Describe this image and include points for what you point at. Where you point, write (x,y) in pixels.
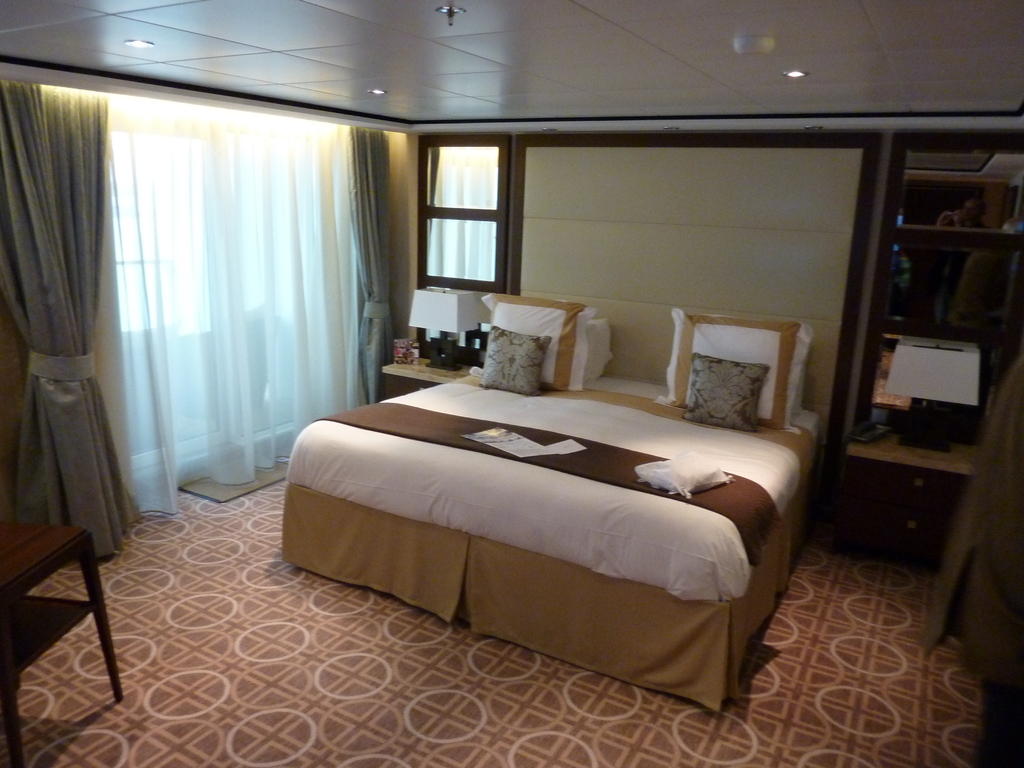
In this image in the center (435,452) there is one bed (660,543) on the bed (661,389) there are some pillows (739,389) and papers (516,439) on the right side (848,456) and left there are two cupboards (894,481) on the cupboards (888,496) there are lamps (463,313) in the background (748,250) there is a wall (673,233) and mirrors (951,274) on the left side (117,284) there are some curtains (170,349) at the bottom (889,635) there is floor (228,651) and one table (31,609) is there on the left side (42,558) at the top of the image (400,68) there is ceiling (769,73).
